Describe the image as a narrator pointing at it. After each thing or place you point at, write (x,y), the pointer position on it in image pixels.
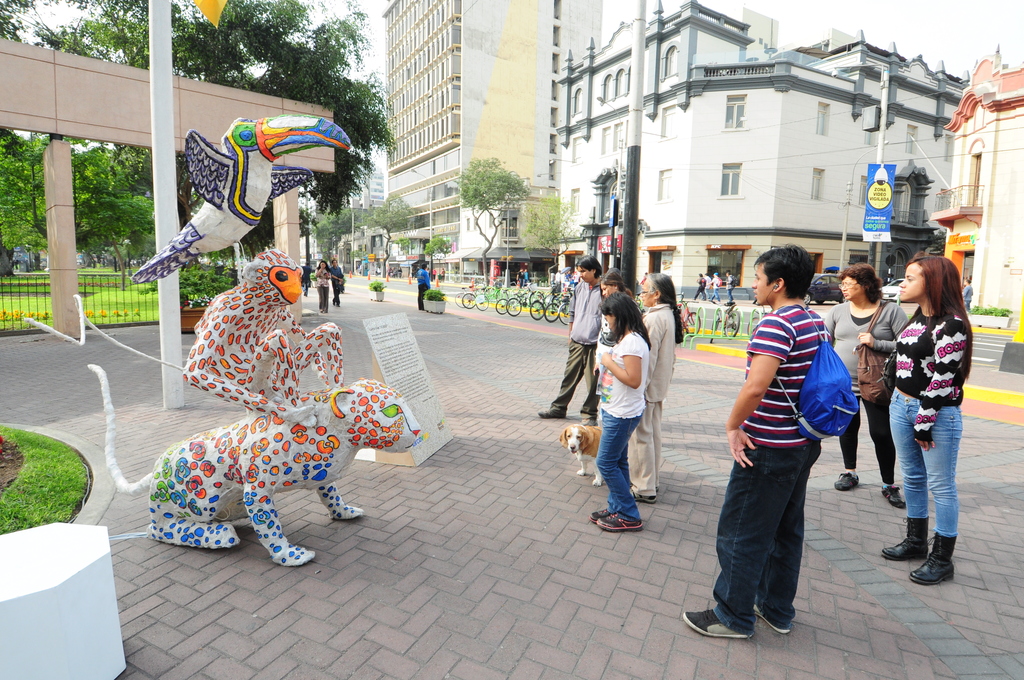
In this image we can see buildings (692,178) with windows (412,195), poles (629,239), bicycles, trees (409,214), plants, grass (37,447), boards (415,353) with some text (406,380), dog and we can also see some people (620,437) standing.
